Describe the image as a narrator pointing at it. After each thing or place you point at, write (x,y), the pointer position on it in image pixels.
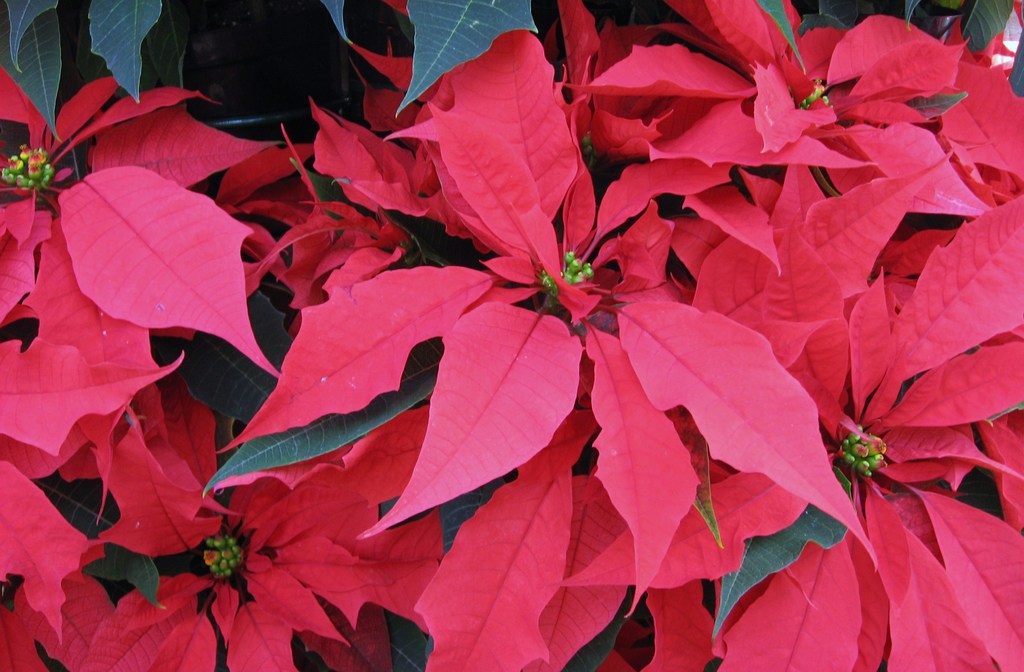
In the picture I can see leaves (555,492) of plants (533,422). These leaves (537,424) are green and pink in color.
